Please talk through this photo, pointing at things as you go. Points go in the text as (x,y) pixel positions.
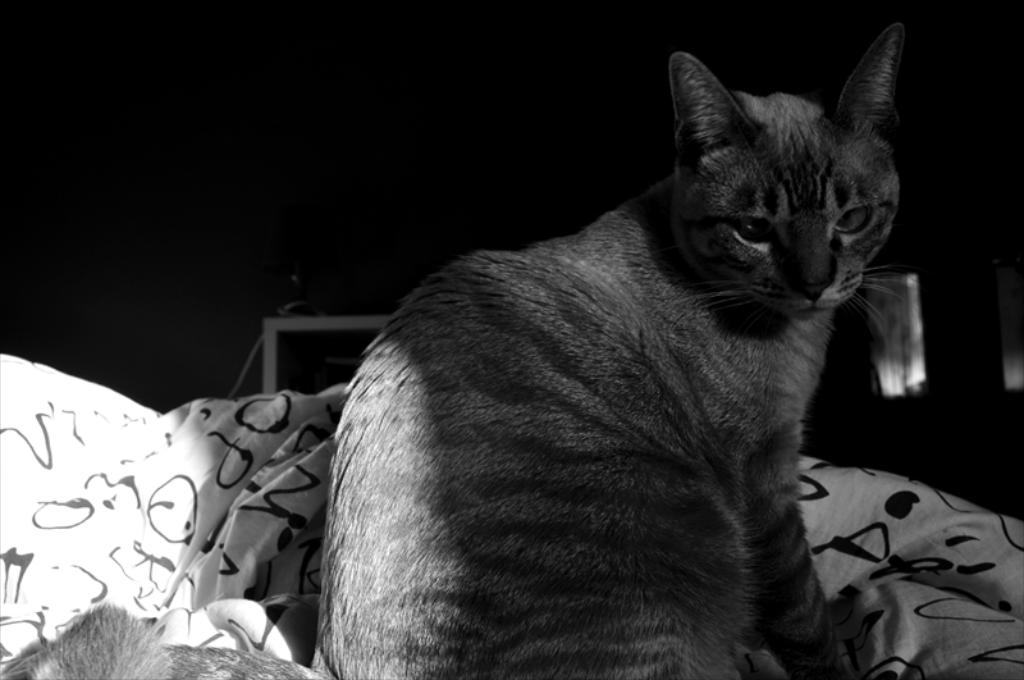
In this image we can see a cat (413,443). Also there is a cloth (265,459). In the background (234,187) it is dark. And this is a black and white image.
